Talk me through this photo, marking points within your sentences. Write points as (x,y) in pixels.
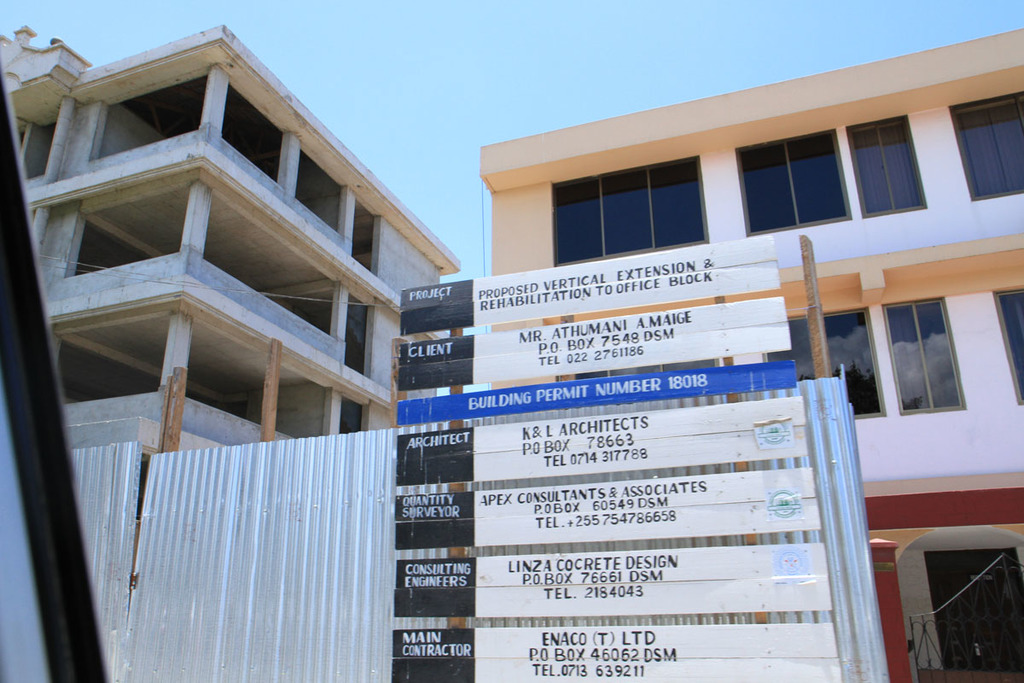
In this picture we can see boards (558,348) in the front (569,410), there is a sheet (172,596) here, in the background (284,331) there are two buildings (354,216), there is the sky (481,133) at the top of the picture (504,19), we can see windows (899,334) of this building (870,320), at the right bottom (992,642) there is a gate (985,645).
